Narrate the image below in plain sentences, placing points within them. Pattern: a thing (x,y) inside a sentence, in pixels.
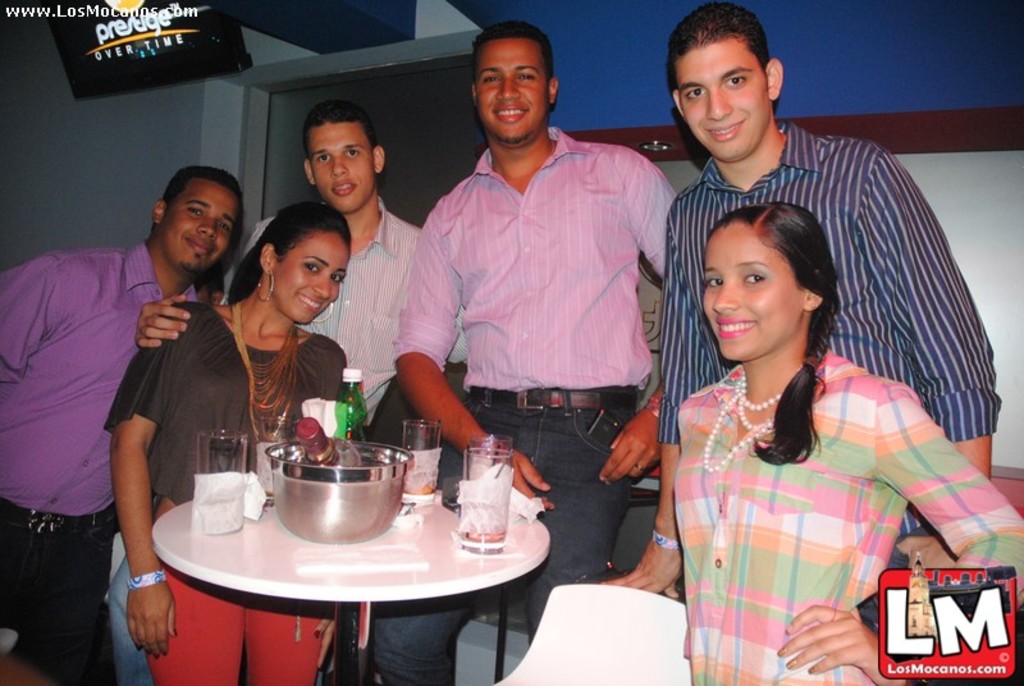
In the center of the image (394,442) there is a table (390,581) and there are people (254,329) standing around the table (399,566). There is a chair (641,662). There are bowls (383,527), glasses (473,516), bottles (307,431), napkins (242,502) which are placed on the table (361,587). In the background (457,106) there is a wall (829,90) and a door (417,86).
